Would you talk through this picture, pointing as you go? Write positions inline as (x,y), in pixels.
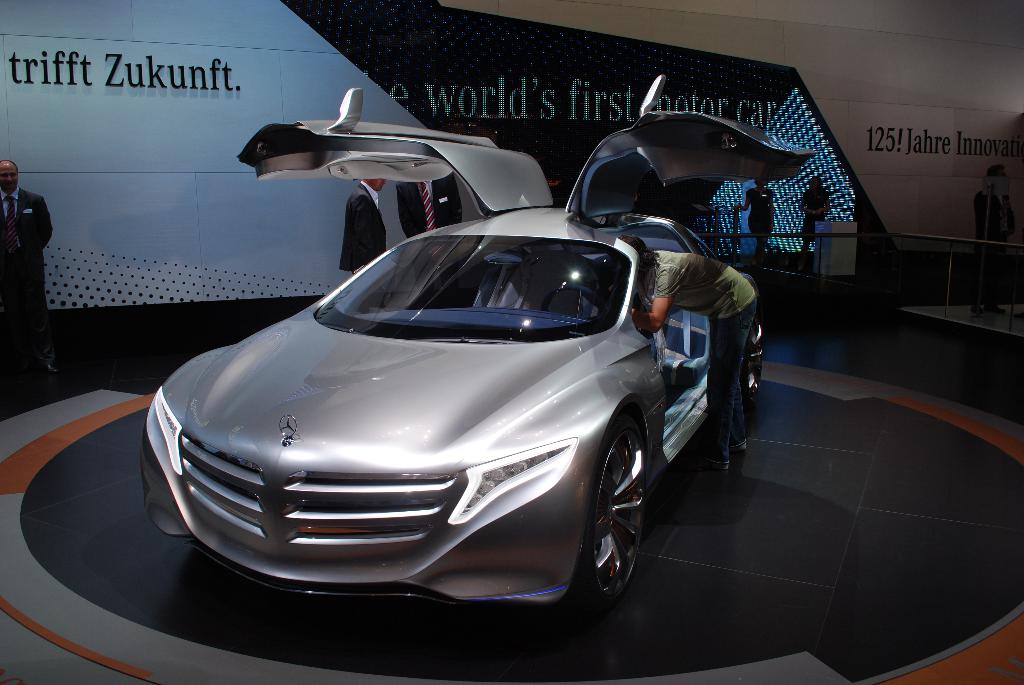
In this image there are group of persons (348,262) standing. In the front (475,432) there is a car (476,435) in the center (473,369). On the left side (11,236) there is a man (35,249) standing and on the right side (764,214) there are persons (803,209) standing. In the background (427,119) there is a banner (226,117) with some text (908,145) written on it. In the front (709,294) on the right side of the car (696,343) there is a man (665,299) standing.
